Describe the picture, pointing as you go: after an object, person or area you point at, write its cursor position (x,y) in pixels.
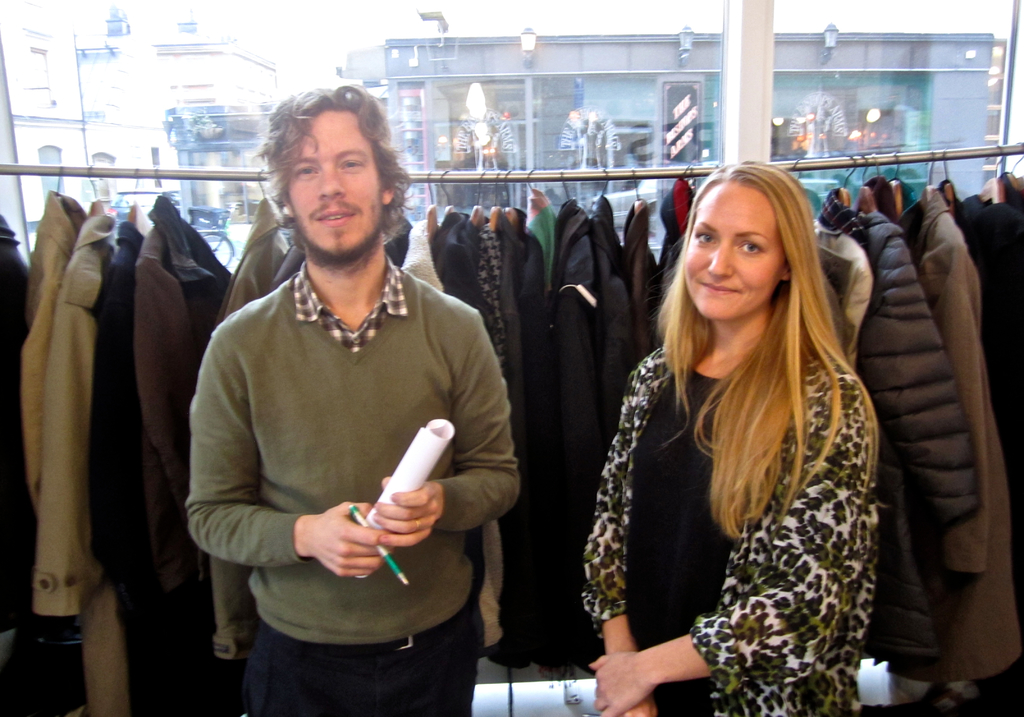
In this image I can see two persons (402,434) standing and one person (399,446) is holding paper (403,480) and a pen (394,556). Back Side I can see few jackets (931,267) are hanged to the pole (649,173). I can see a buildings (533,69), lights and glass window (657,74).
